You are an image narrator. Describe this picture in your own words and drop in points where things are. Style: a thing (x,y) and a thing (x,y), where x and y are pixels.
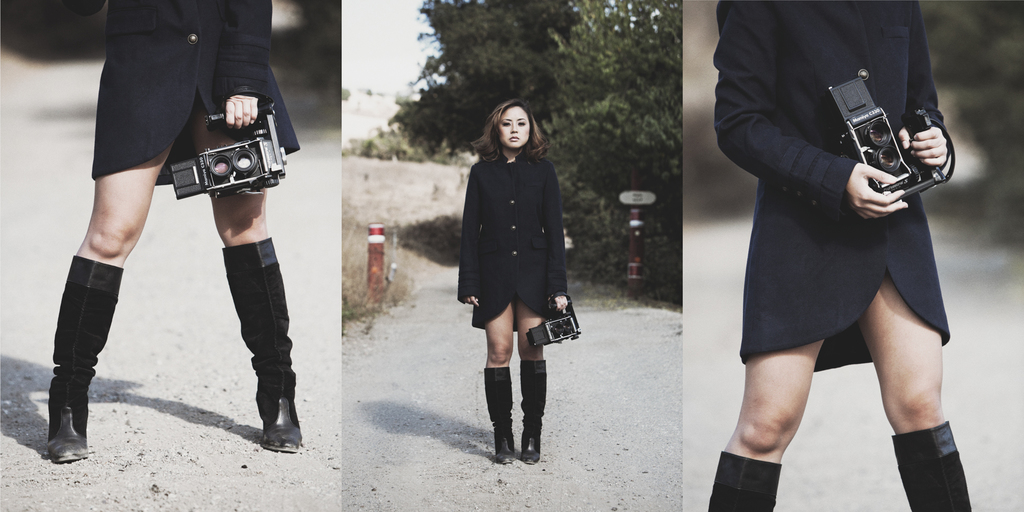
This image is the collage of three images. In the three images a woman (214,213) is holding a camera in her hands (897,179). In the middle (675,229) image I can see a tree (581,102).
